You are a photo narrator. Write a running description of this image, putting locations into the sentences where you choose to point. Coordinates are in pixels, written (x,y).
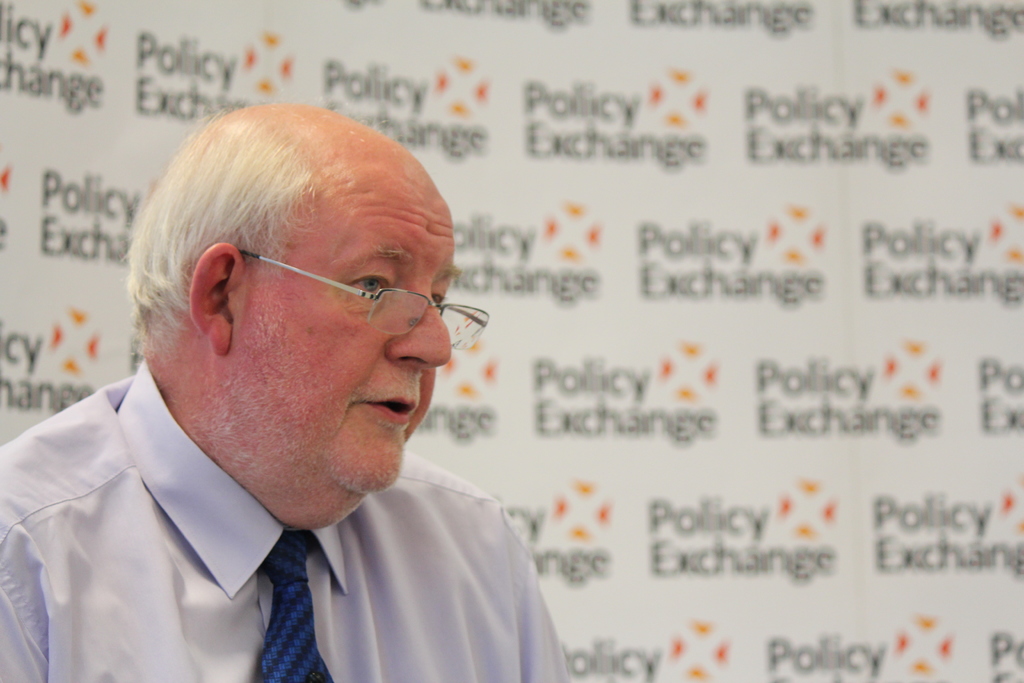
In this picture we can see a man (368,429), he wore spectacles (398,294).
